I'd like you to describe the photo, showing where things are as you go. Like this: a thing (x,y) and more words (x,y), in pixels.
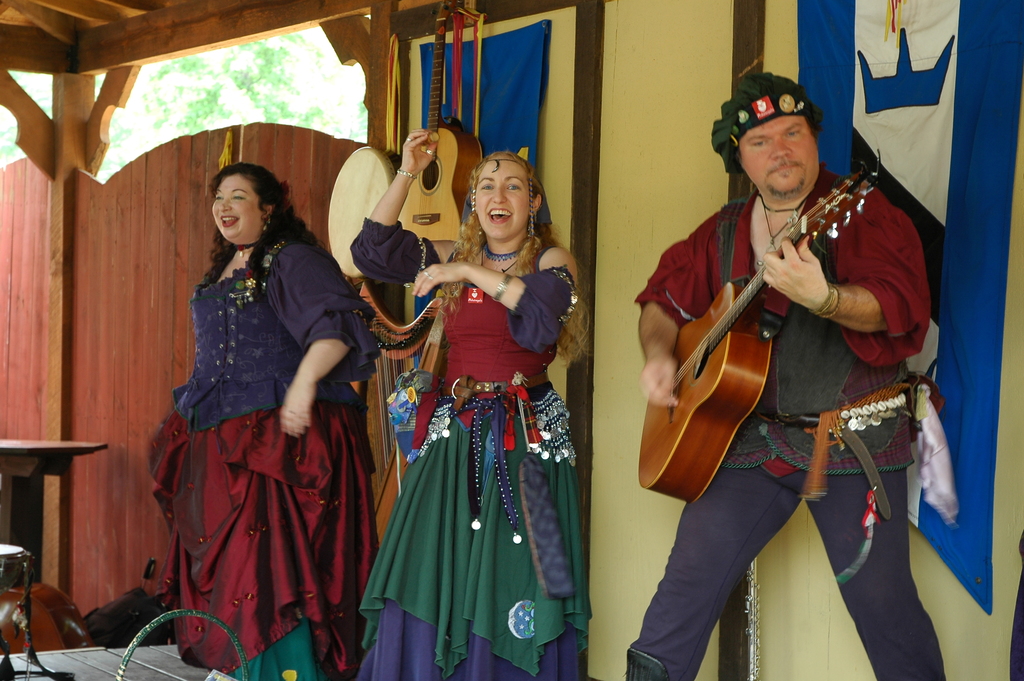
In this picture there are two women (449,502) and are standing. There is a man (737,442) who is standing and playing a guitar (705,424). There is a cloth (979,238) at the background (170,98) and a tree (228,92). There is a table (49,463) and few objects (53,596) on the ground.
